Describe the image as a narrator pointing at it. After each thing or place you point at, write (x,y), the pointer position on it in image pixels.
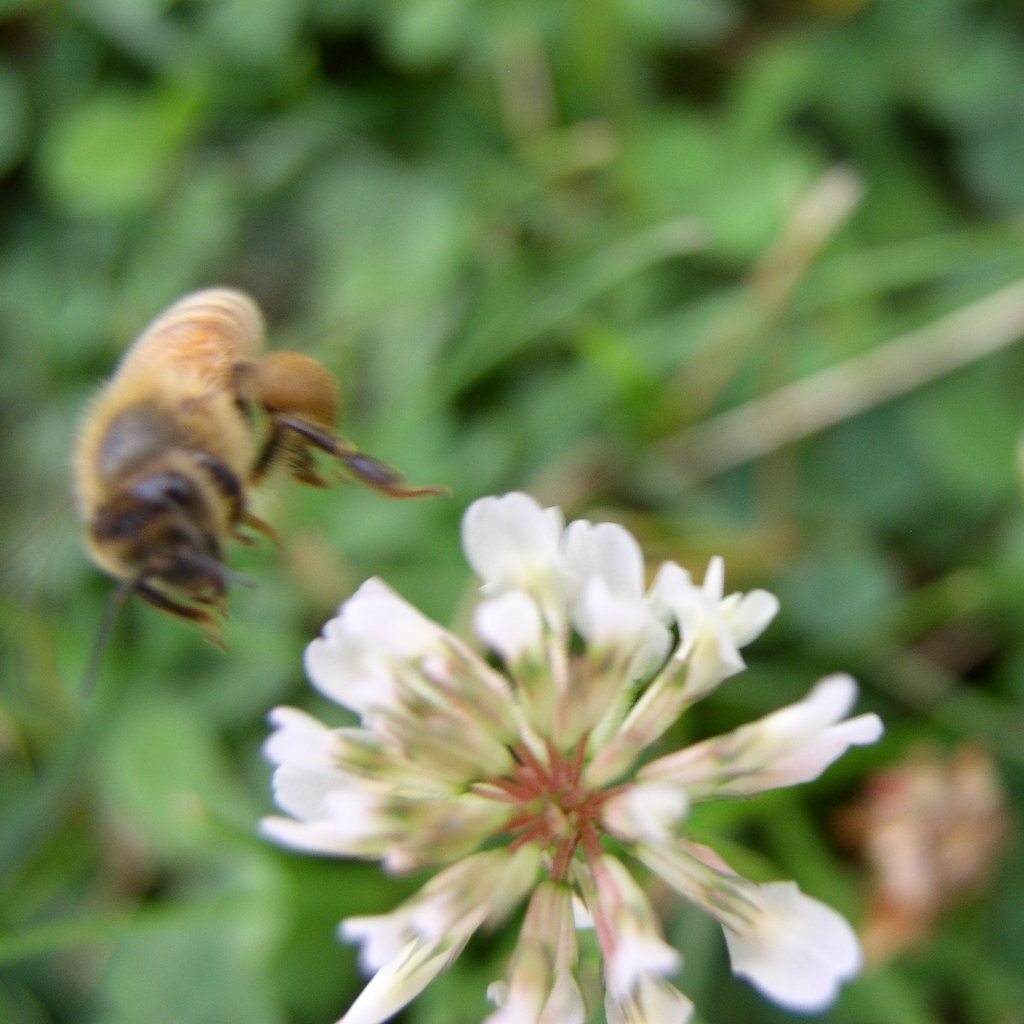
In the picture I can see an insect (226,495) flying in the air (241,281). I can also see a white color flower (581,737). The background of the image (262,259) is blurred.
